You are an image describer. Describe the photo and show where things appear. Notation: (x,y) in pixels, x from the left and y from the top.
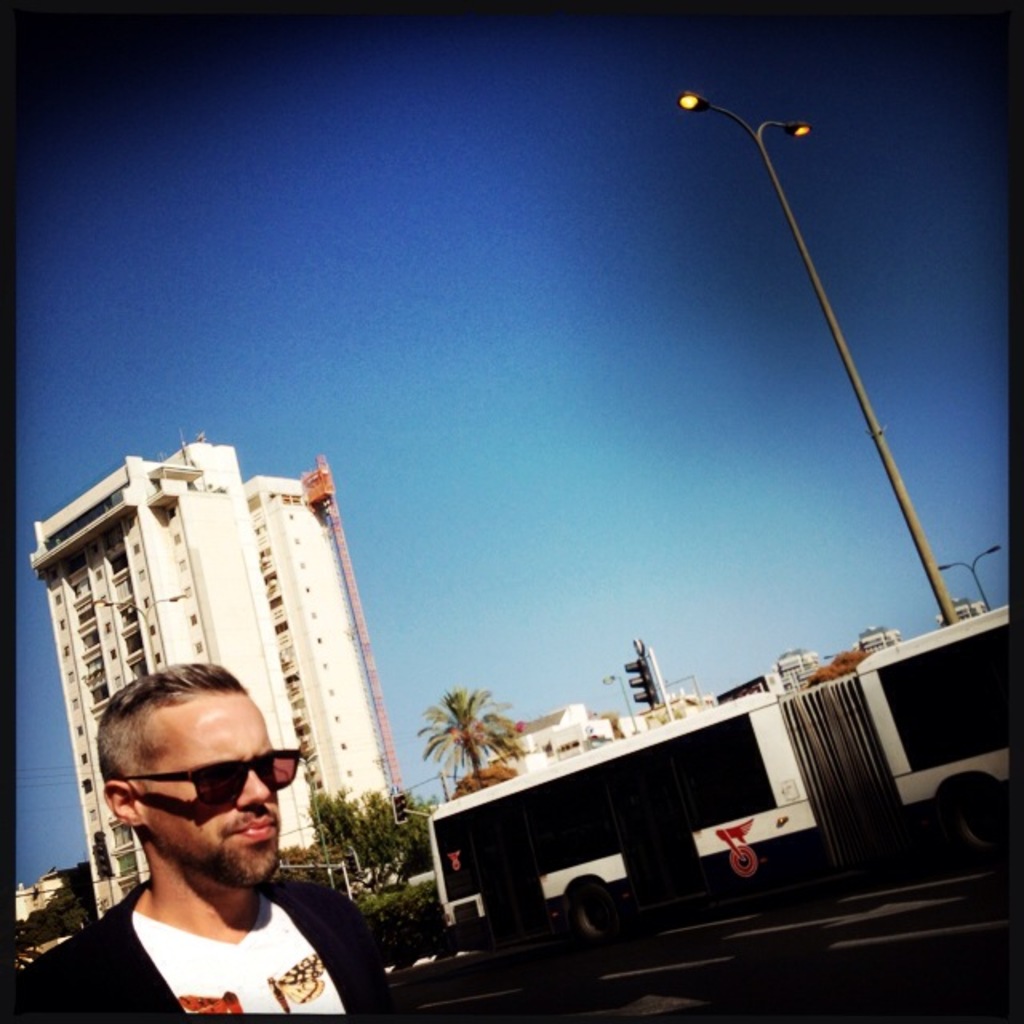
There is a person (235,805) in the bottom left side of the image (218,844), there is a bus (617,833), buildings (84,763), poles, trees (355,833), poles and the sky (577,611) in the background area (523,316).
